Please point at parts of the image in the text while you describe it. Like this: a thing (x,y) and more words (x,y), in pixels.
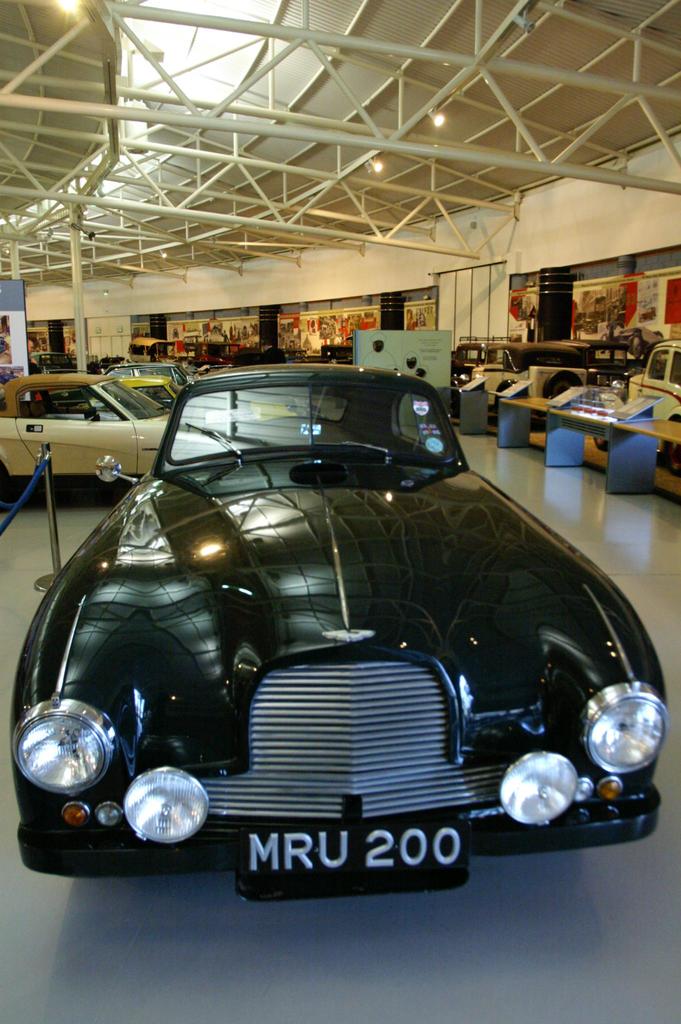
In this image there is a black color car (277,539), rope barrier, and in the background (0,326) there are cars (131,402), boards (0,350), table (602,445), iron rods (16,244), lights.
